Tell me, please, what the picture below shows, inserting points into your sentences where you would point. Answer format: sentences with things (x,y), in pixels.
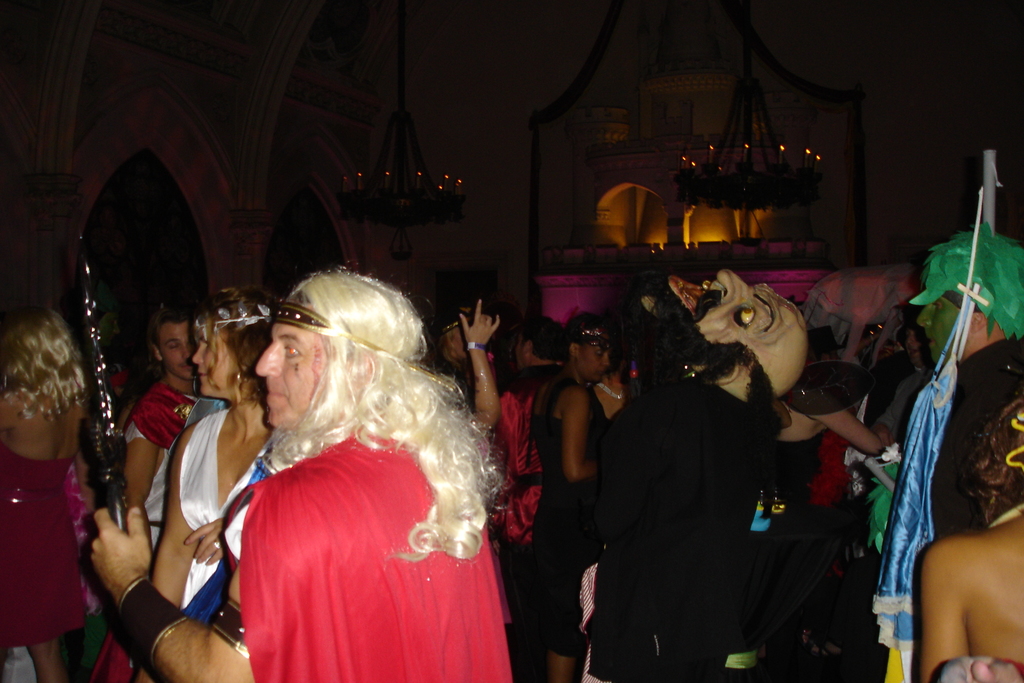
In this image there are few persons (560,540) standing. They are wearing different costumes (575,517). Background (801,231) there is a wall (599,219). Right side (712,303) there is a person (767,400) wearing a mask (736,329). Left side person (248,552) is holding a stick (107,496) in his hand (136,570).
